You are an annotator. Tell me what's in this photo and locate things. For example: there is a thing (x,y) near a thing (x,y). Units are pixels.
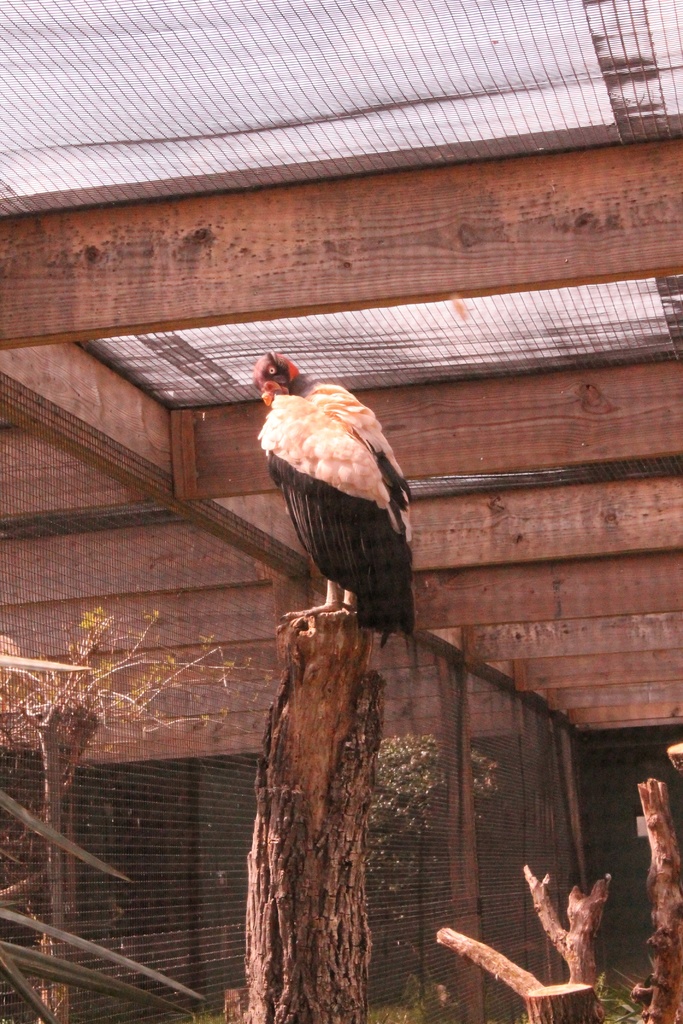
In this picture we can see a bird (305,458) on the tree trunk (306,719). Behind the bird (325,517) there is a mesh (163,863) and trees (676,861). At the top of the image (333,312), there is a roof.
